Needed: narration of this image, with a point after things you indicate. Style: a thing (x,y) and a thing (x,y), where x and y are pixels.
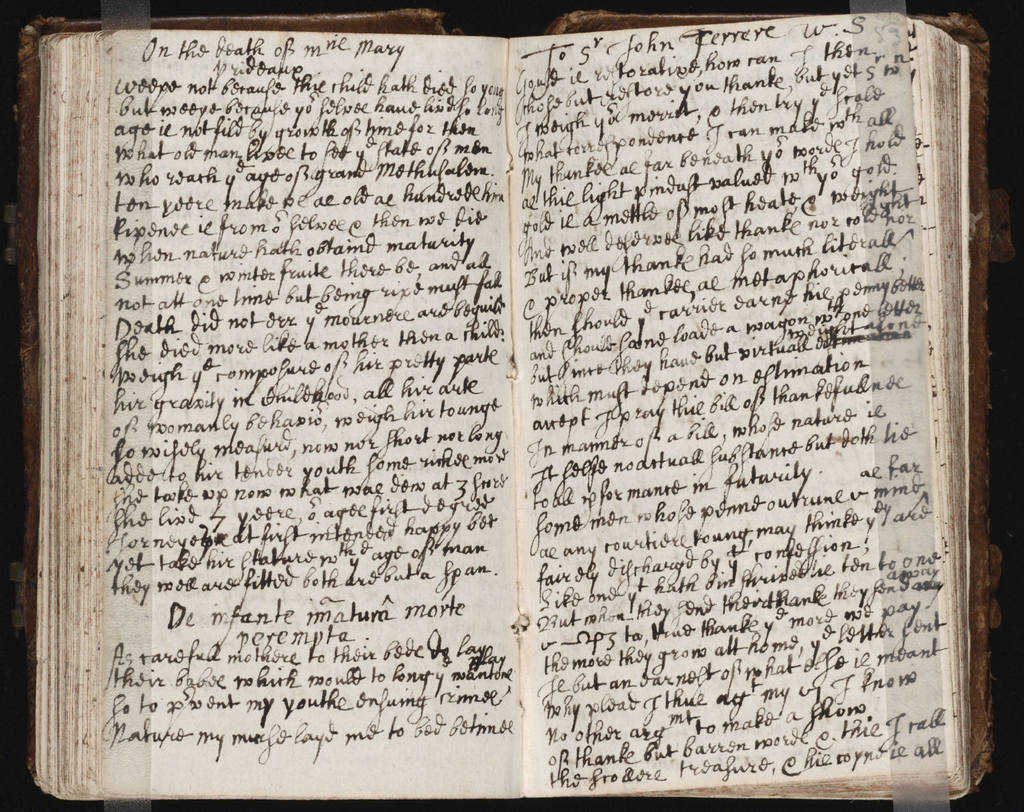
In this image, we can see a book (121,189), there is some text (269,222) written in the book (658,428).
